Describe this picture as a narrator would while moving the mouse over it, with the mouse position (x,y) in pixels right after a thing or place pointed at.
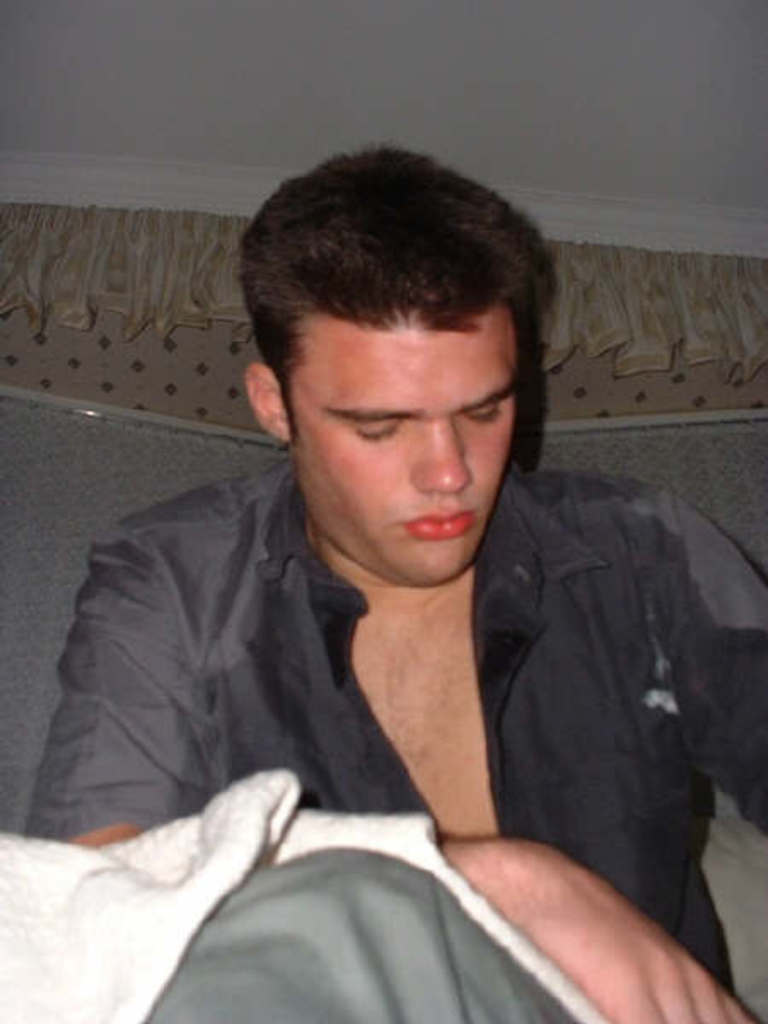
In the picture I can see a man (467,651) is wearing dark color shirt (232,658). Here I can see a white color cloth (136,917).
